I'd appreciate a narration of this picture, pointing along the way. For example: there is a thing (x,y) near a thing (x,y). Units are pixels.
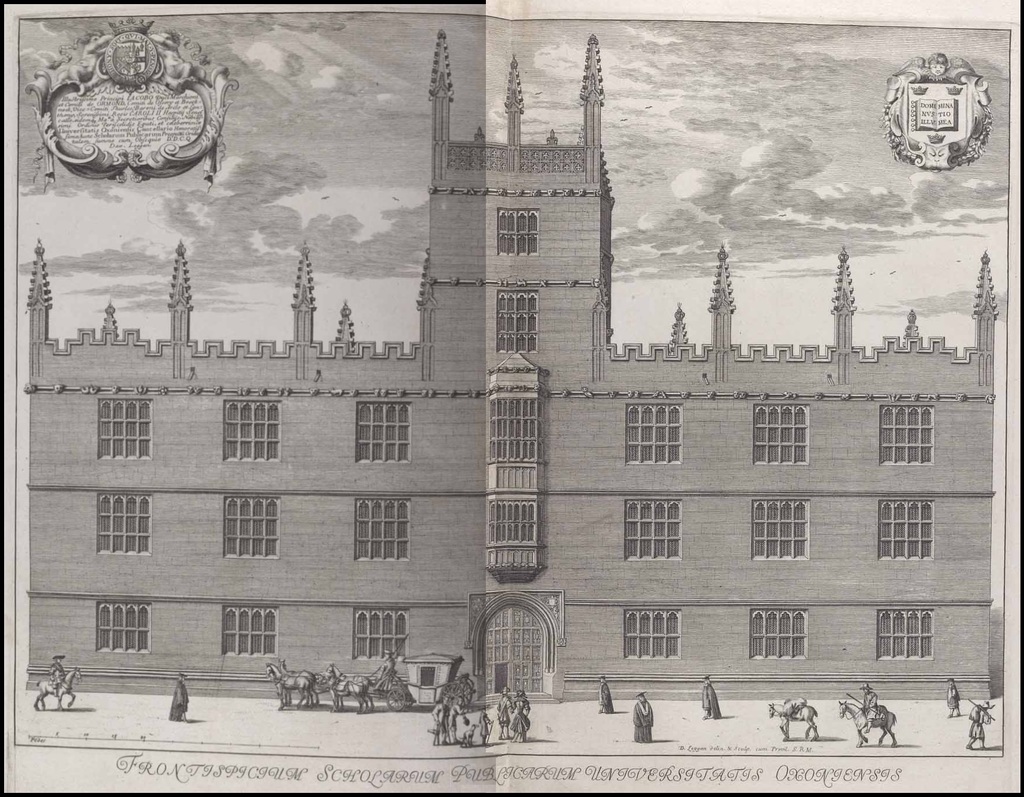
In this image there is a painting (345,516). There are people (646,729) on the land (685,705). Few people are sitting on the horses (889,711). There is a person (390,674) on the cart (390,694) which is tied to the horses (362,687). Background (642,444) there is a building (796,428). Top of the image (380,172) there is sky (740,173). Right top there is an emblem (944,109). Bottom of the image (646,777) there is some text (566,766). Left top there is an emblem (116,105) having some text (129,119).
